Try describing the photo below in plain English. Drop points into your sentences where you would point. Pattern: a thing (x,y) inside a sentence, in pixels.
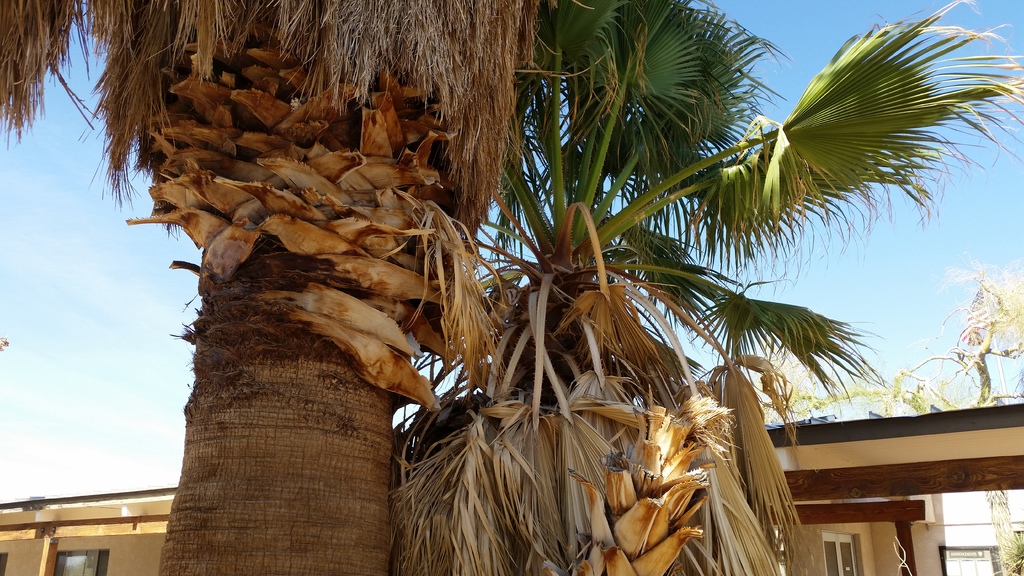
In this image I see the trees (580,116) and in the background (90,548) I see the houses (89,535) and I see the clear sky (764,287).
